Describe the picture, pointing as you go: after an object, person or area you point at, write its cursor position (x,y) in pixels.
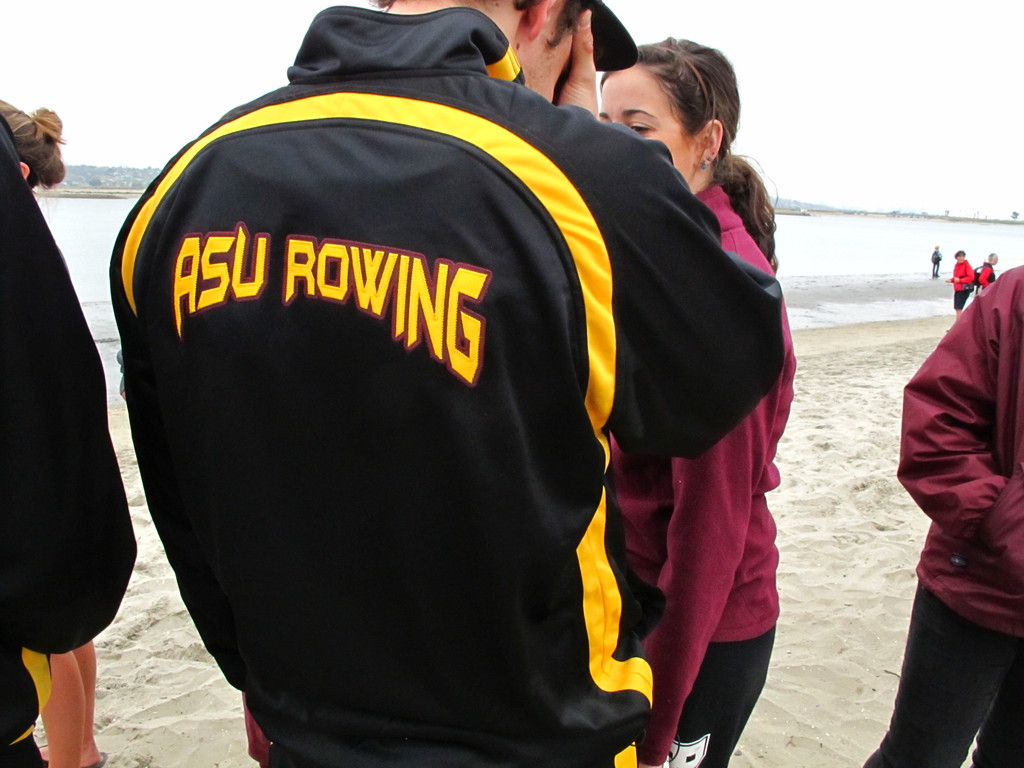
In this image I can see there are persons (782,308) standing on a sand (873,325). And there is a water (863,265) and a mountain (102,176).
